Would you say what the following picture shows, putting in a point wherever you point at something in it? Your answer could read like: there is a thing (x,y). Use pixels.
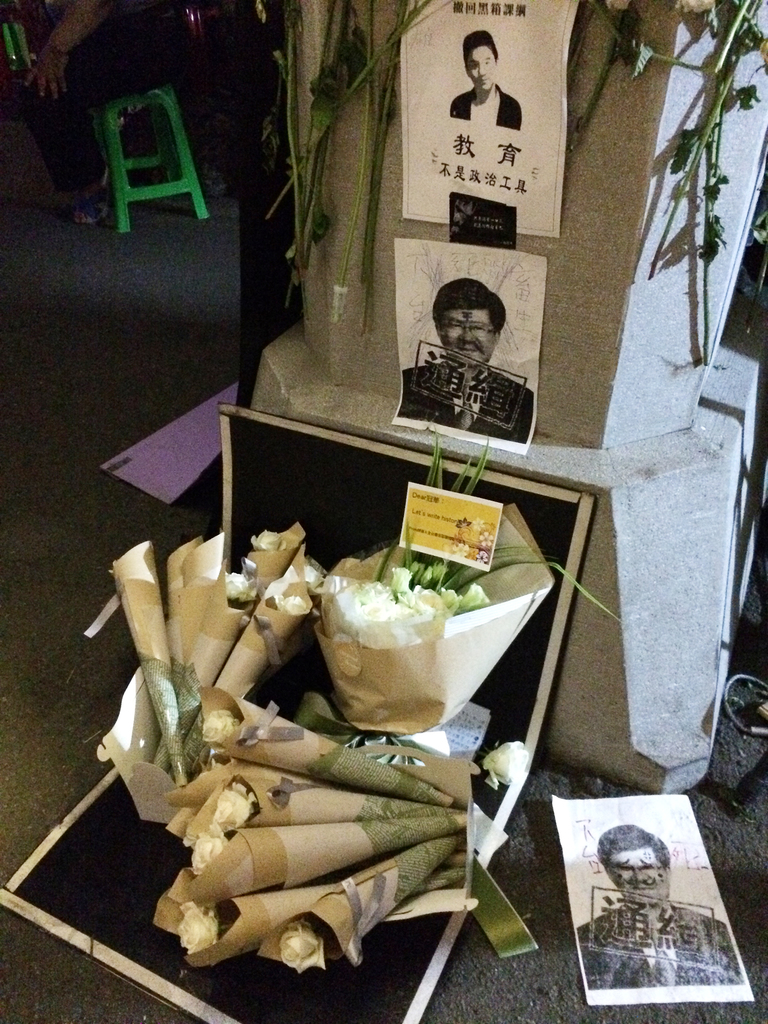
In this picture we can see flowers (287,607), stems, posters (635,926), card (460,534), cone shaped objects (501,538) and some objects (329,560) and in the background (96,17) we can see a person (107,88) sitting on a stool (185,183) and this stool (185,183) is on the floor (185,198).
